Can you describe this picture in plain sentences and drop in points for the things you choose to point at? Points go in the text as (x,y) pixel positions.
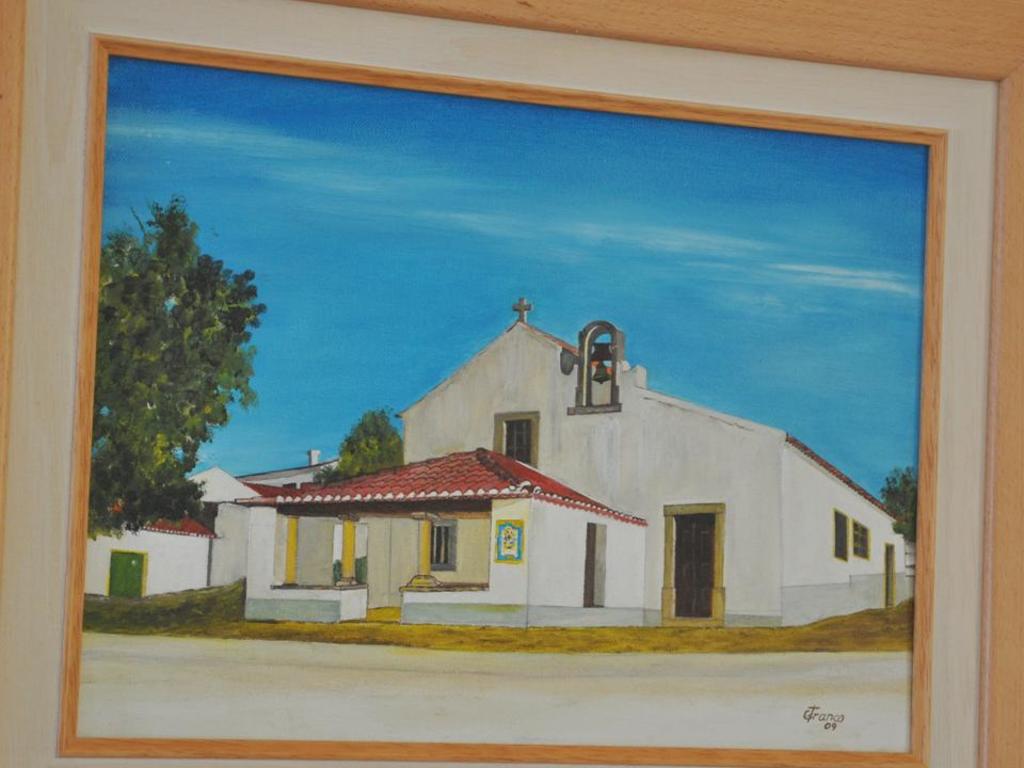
In this image we can see the photo frame (458,754) and in the photo frame (939,617), we can see the drawing (550,565) of a church (750,518) and few houses (122,570) and we can see few trees (890,484) and at the top (722,189) we can see the sky (446,250).
